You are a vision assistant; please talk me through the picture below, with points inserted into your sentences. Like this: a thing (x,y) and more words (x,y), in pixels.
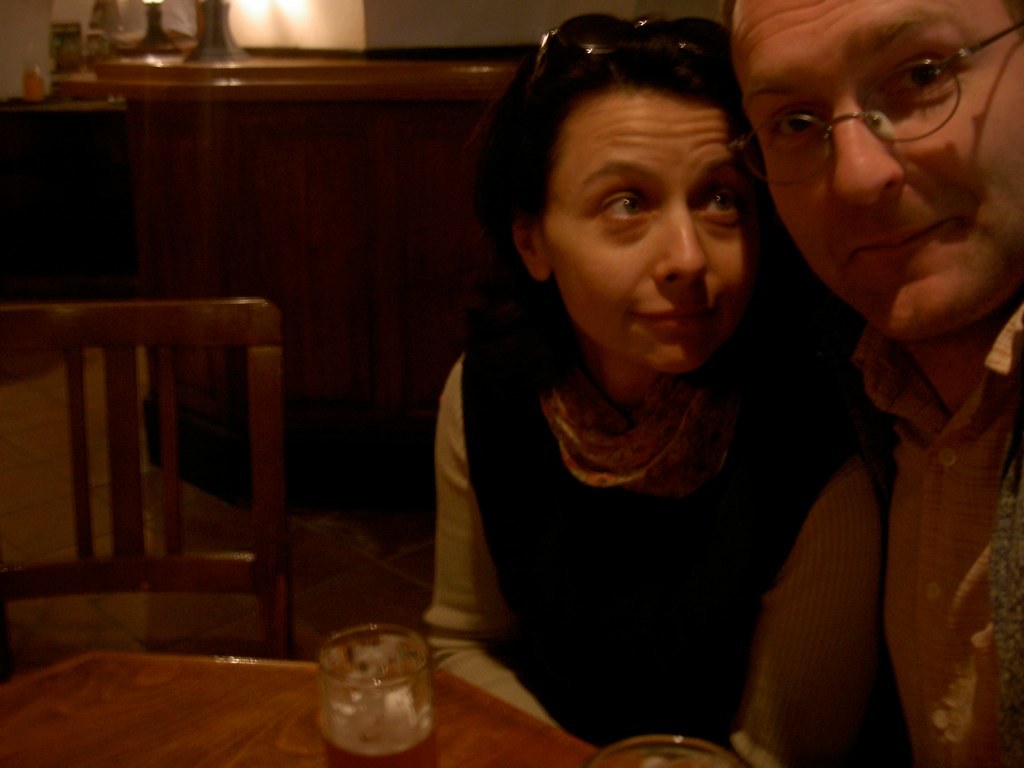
In this image on the right (780,556) there are man (870,215) and woman (799,602). In the middle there is a table (242,707) on that there are two glasses (391,696), In front of that table (201,701) there is an empty chair (139,552). In the background (158,428) there is a wall (462,39), table (330,175) and light (327,45).
